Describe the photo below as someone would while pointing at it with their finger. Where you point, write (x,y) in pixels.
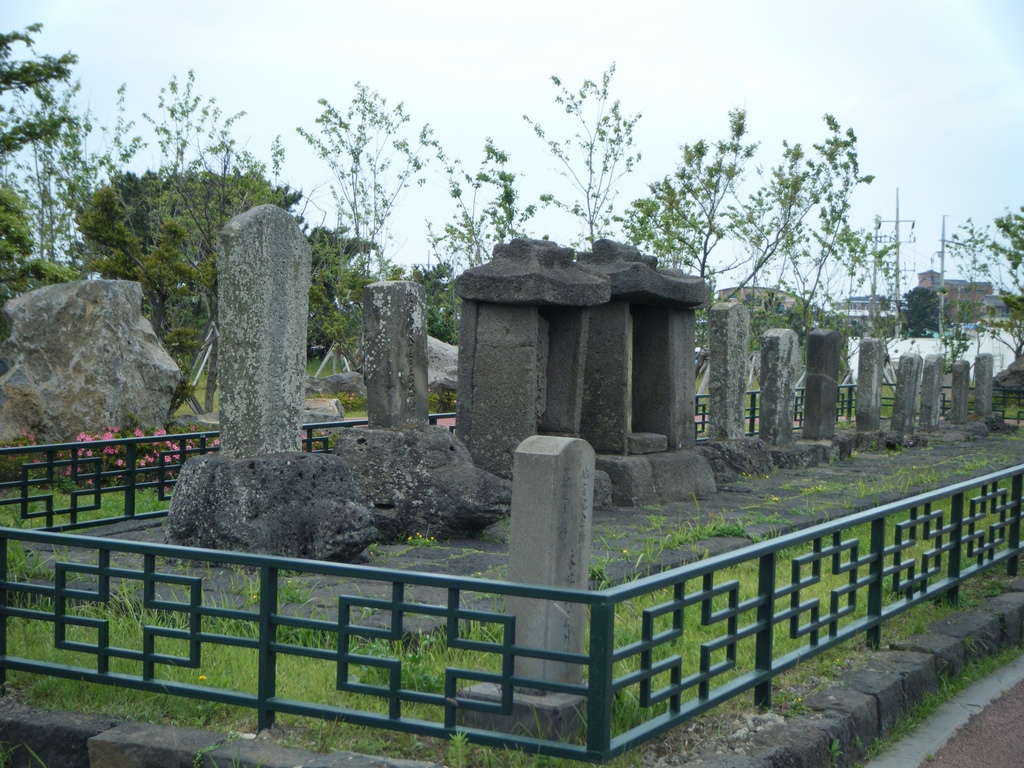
In this image, we can see grills (264,638) around stones (265,422). There are some trees (167,245) in the middle of the image (362,274). In the background of the image (871,44), there is a sky (700,22).
